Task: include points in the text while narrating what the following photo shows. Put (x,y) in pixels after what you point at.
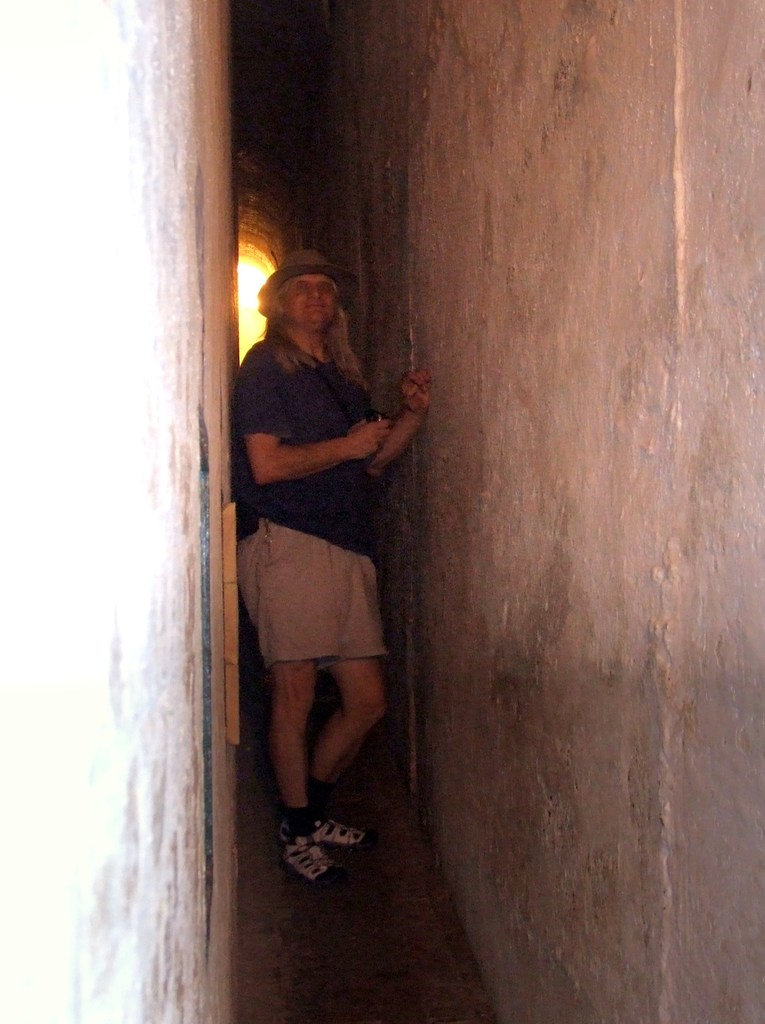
In this picture there is a man (292,302) who is wearing hat (292,275), spectacle (292,287), t-shirt (273,490), short (329,610) and shoe (332,834). he is standing between the walls (412,566). In the back (243,275) i can see the light beam (242,289).
